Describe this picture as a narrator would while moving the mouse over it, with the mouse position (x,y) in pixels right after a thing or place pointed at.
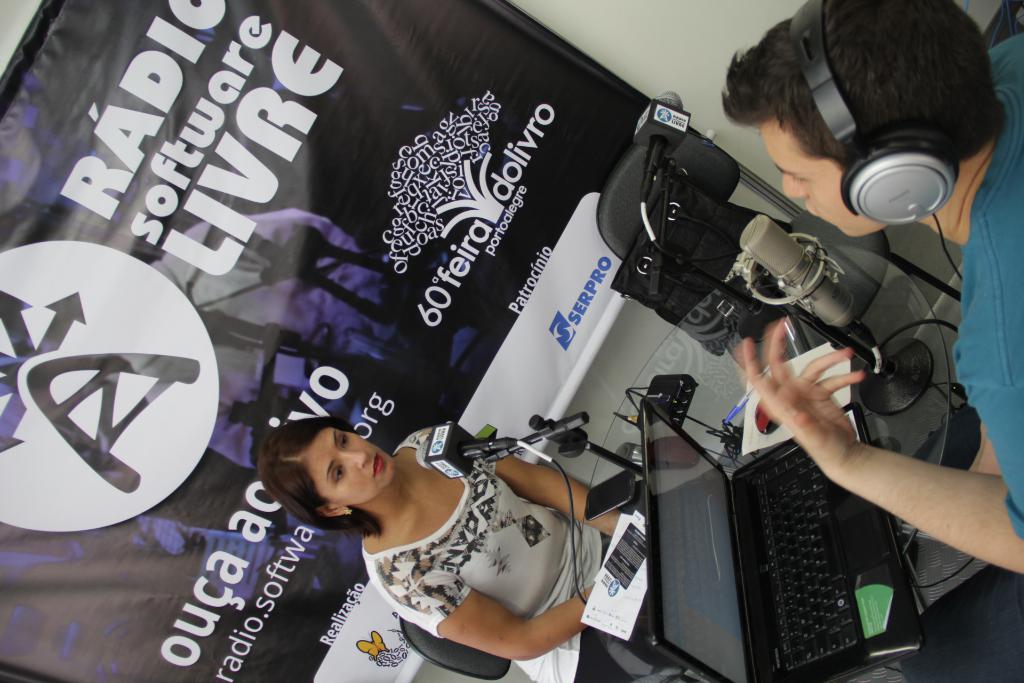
In this picture we can see there are two people (497,604) sitting and in front of the people (989,346) there is a table (903,340) and on the table (934,550) there is a laptop (727,530), microphones (809,300), stand (797,311), mobile (599,513), paper (626,530) and some objects (685,406). On the chair (635,221) there is a black color handbag (650,272). Behind the woman (429,540) there is a banner (433,255) and the wall (609,36).
